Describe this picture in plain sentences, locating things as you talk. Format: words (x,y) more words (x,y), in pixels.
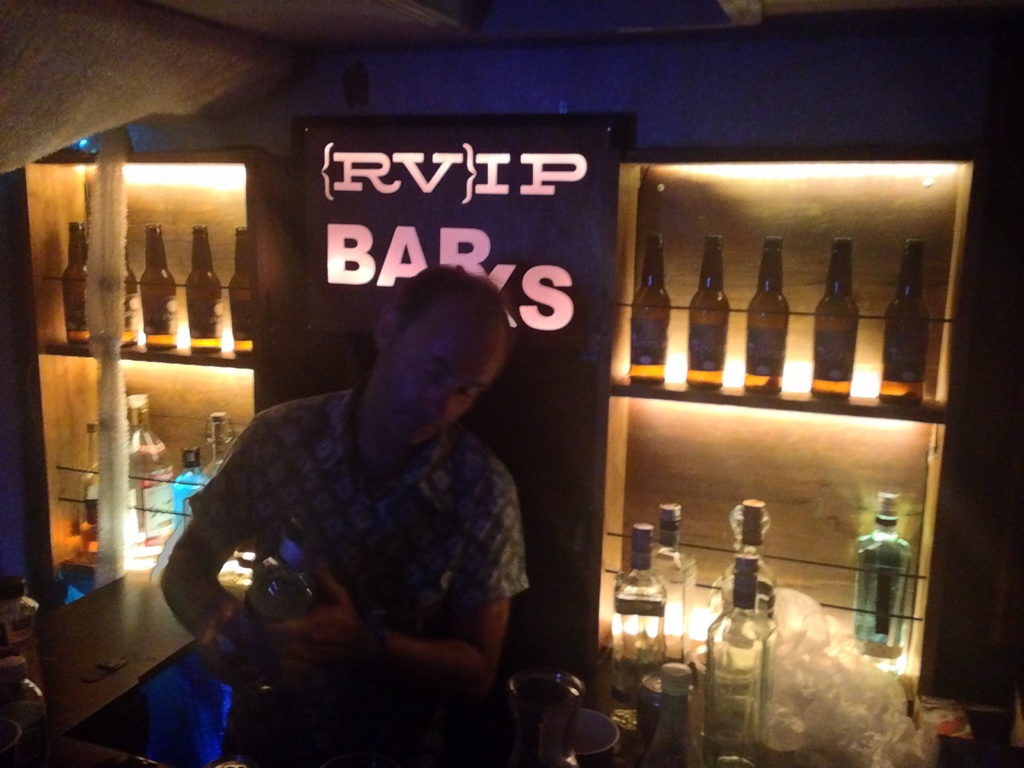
In this picture we can see man (443,497) standing and holding bottle (297,608) in his hand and aside to him we can see bottles (625,712), glasses (578,744), plastic cover (884,701) and in background (607,599) also we can see bottles (776,354) in rack (637,411).
